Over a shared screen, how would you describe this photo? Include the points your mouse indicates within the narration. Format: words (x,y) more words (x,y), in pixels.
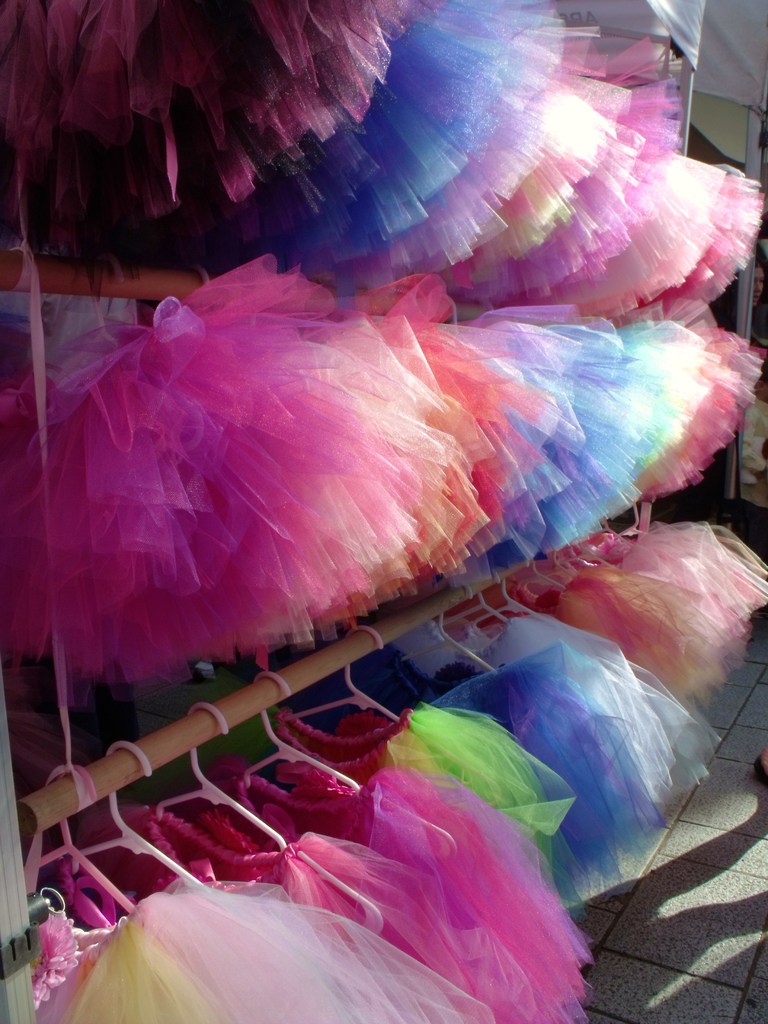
In this image, I can see the colorful tutus (347,466), which are hanging to the hangers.
